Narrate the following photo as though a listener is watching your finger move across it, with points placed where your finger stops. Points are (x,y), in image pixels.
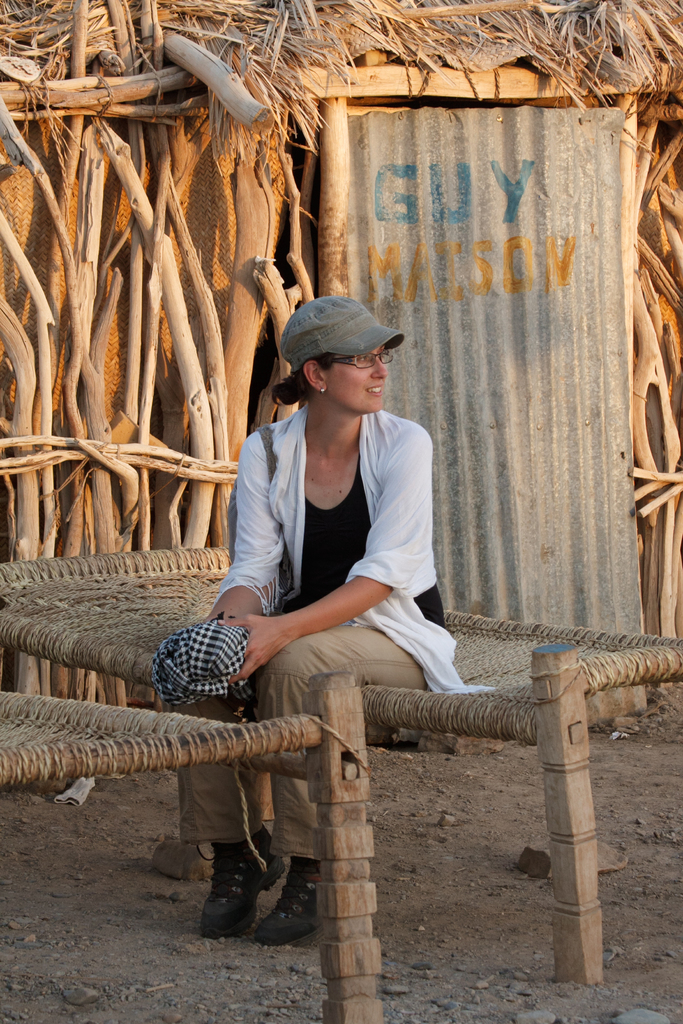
In this image we can see a woman (249,655) wearing black dress (342,551), white scarf (274,560), cap (292,362), spectacles (342,361) and shoes (267,847) is holding a scarf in her hands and sitting on the wooden cot (639,648). In the background (659,163), we can see a wooden hut (641,163) with a door (528,461).
